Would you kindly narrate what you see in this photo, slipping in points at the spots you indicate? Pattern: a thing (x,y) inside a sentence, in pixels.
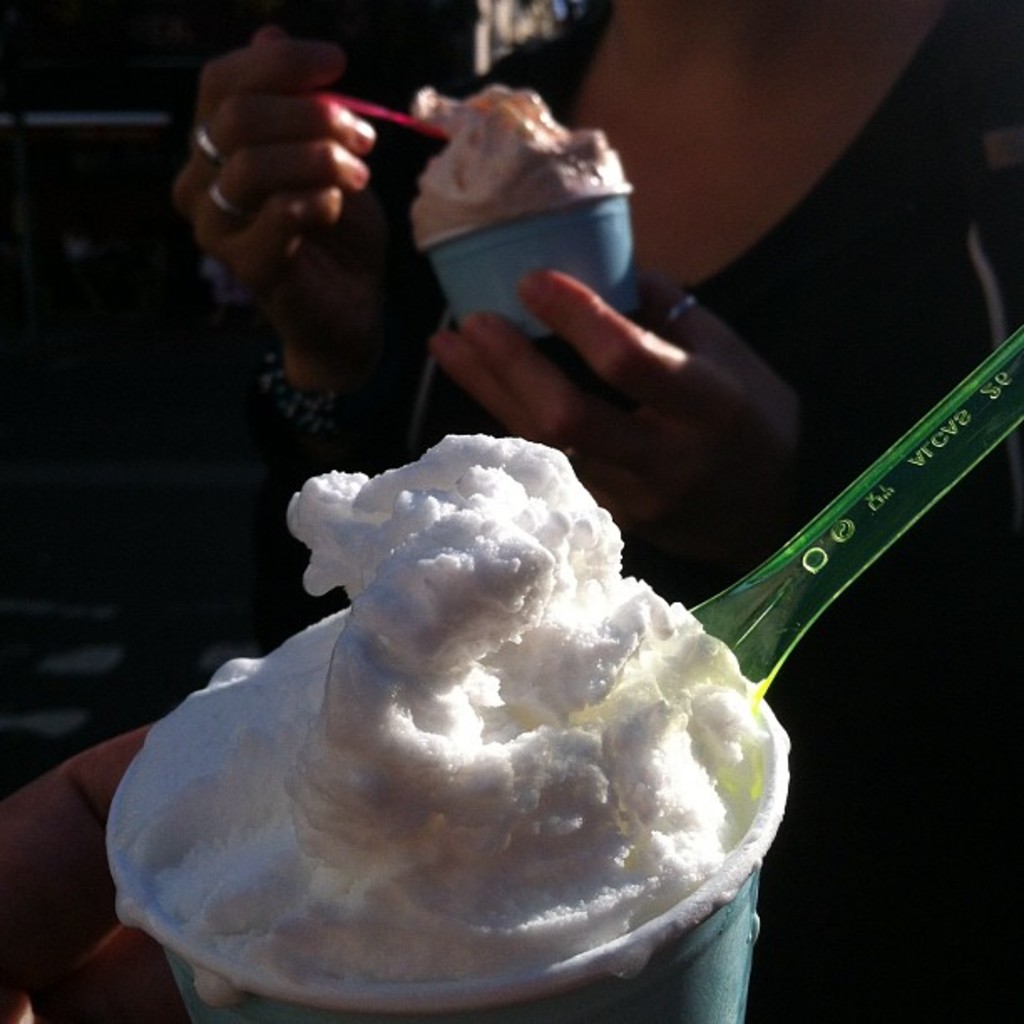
In this picture I can see an ice cream cup (605,861) with the spoon (773,586) at the bottom (627,775), on the left side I can see the human hand (10,1009), at the top (991,29) I can see a person (605,368) is holding the cup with the hands (587,335).
